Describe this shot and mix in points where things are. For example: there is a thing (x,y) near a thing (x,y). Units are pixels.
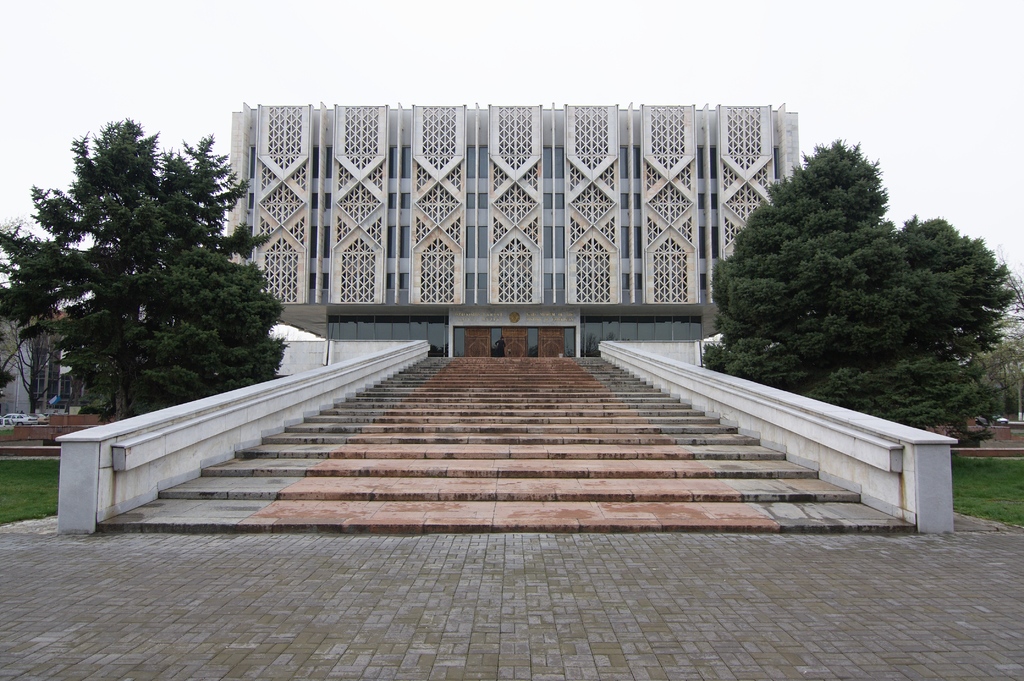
In this image I can see few stairs (471,416), background (1001,226) I can see few trees (771,281) in green color, the building (539,217) in white color and the sky (335,46) is also in white color.
